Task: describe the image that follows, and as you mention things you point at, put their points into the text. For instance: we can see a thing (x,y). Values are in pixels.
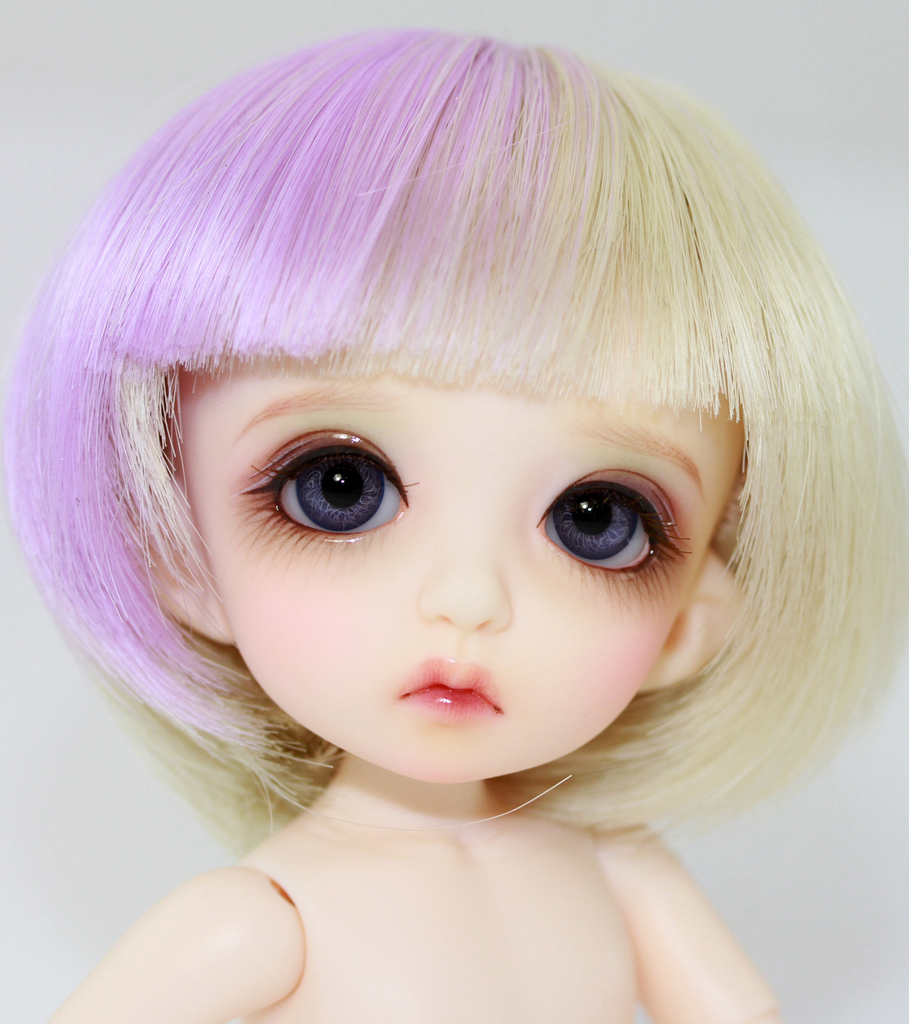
In the picture there is a toy (433,746) present.
